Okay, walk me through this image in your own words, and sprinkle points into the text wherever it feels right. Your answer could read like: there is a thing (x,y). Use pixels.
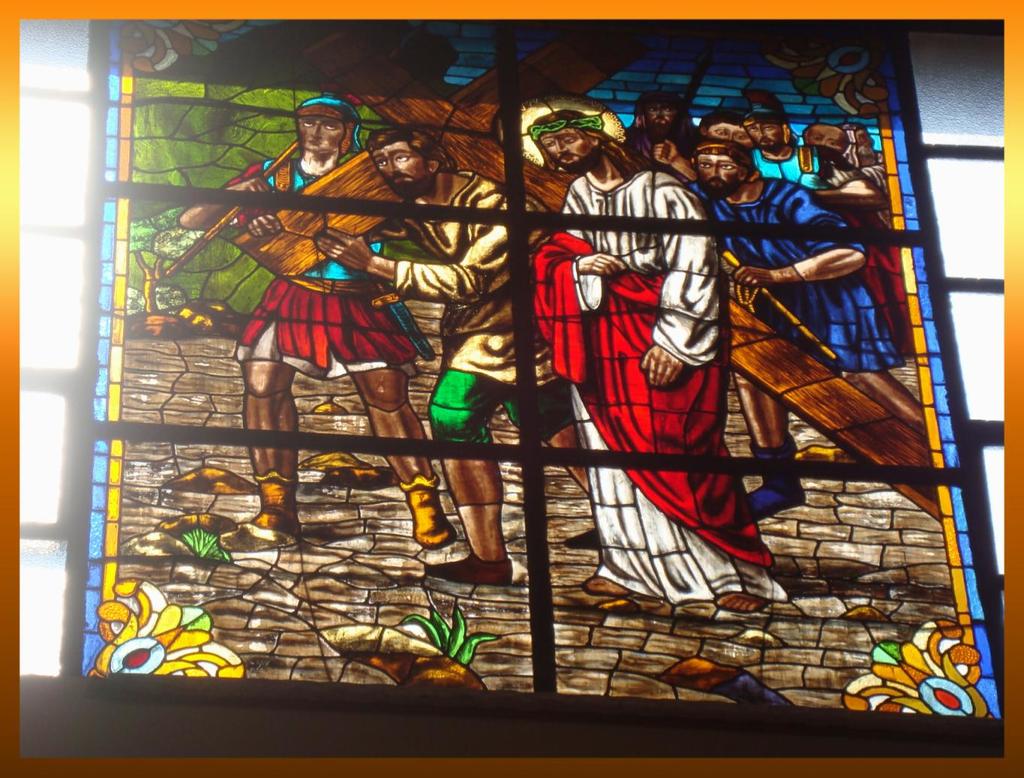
In this image there is a frame (252,198) with the drawing (437,344) of persons (539,367).
